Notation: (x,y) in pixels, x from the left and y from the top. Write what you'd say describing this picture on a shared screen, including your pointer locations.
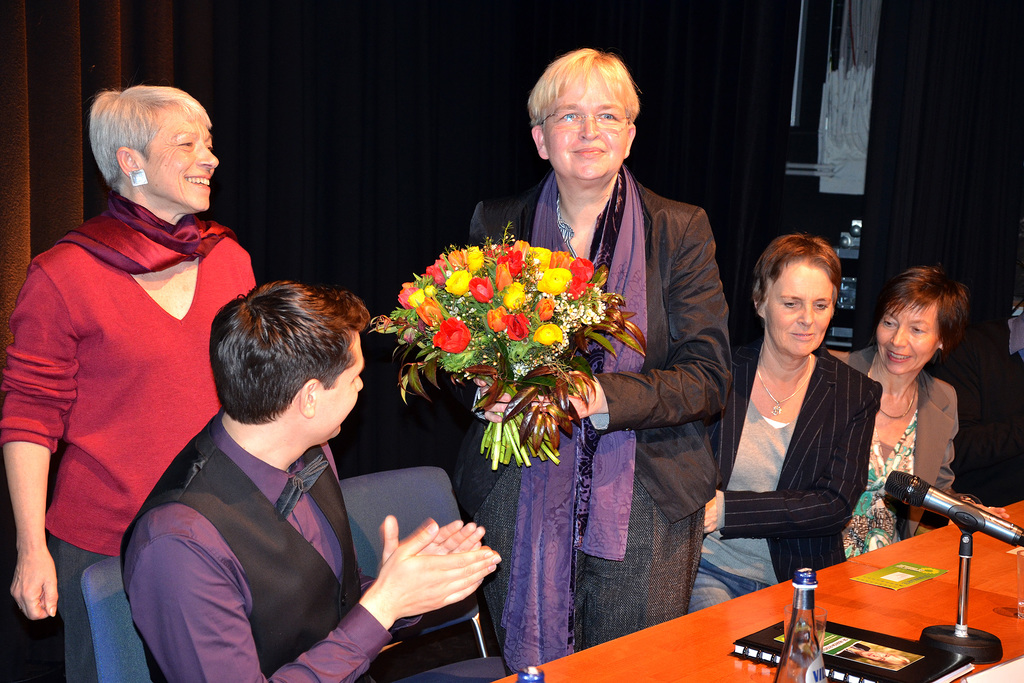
In this picture there is a woman (594,174) who is holding a flower bouquet (600,276), beside her there is a woman (828,374) who is wearing blazer (813,413), t-shirt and jeans (729,591). She is sitting near to the table (872,629). On the table (926,618) I can see the water bottle (792,662), book (959,667), mic (990,655) and other objects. On the right (935,318) there is a woman (934,346) who is sitting near to the wall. On the left (162,240) there is another woman (115,219) who is standing near to the chairs (360,477). In the bottom left (192,552) there is a man (298,448) who is sitting on the chair (146,654).
